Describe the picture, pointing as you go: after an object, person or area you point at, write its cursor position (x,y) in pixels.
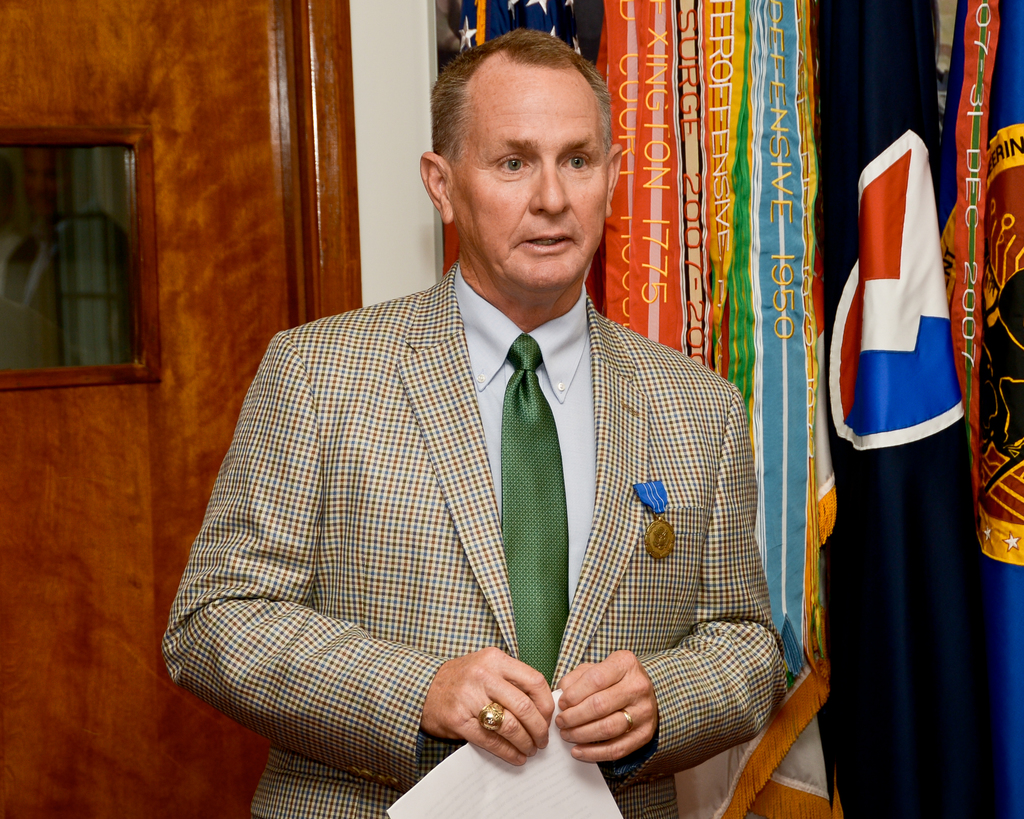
In this image there is a person (493,677) standing and holding a paper (429,812), and in the background (938,585) there are flags (824,40) and a door (274,331).
